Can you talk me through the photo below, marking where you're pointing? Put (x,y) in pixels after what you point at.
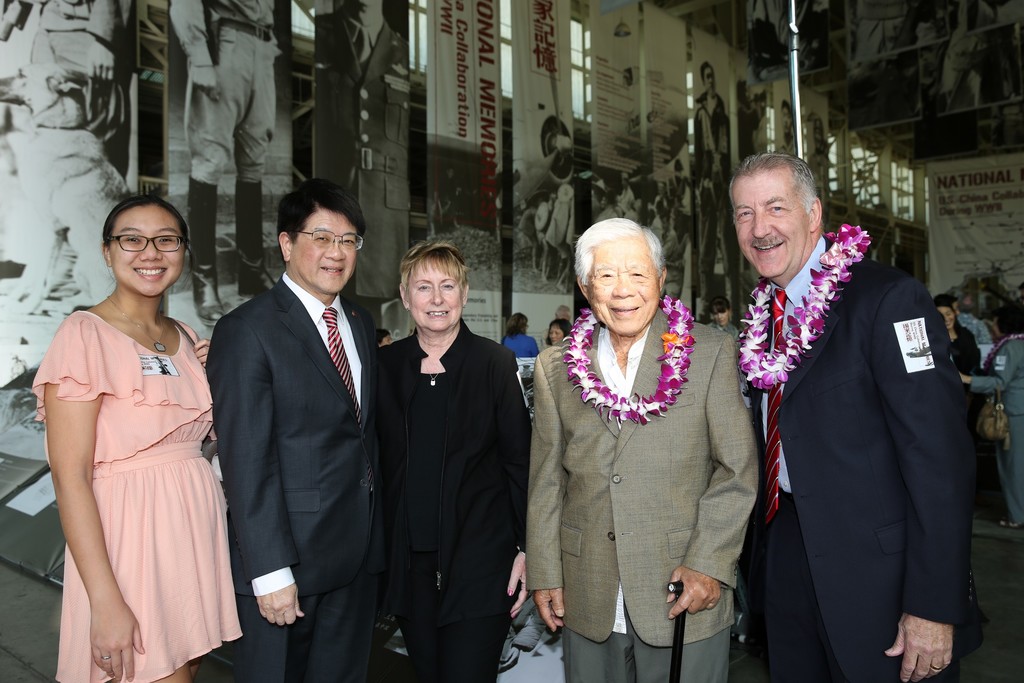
In the center of the image (639,259) there are people (517,600) standing. In the background of the image (542,166) there are banners (460,128) on the wall (870,143). To the right side of the image (979,318) there are people (964,389) in background (968,354).
